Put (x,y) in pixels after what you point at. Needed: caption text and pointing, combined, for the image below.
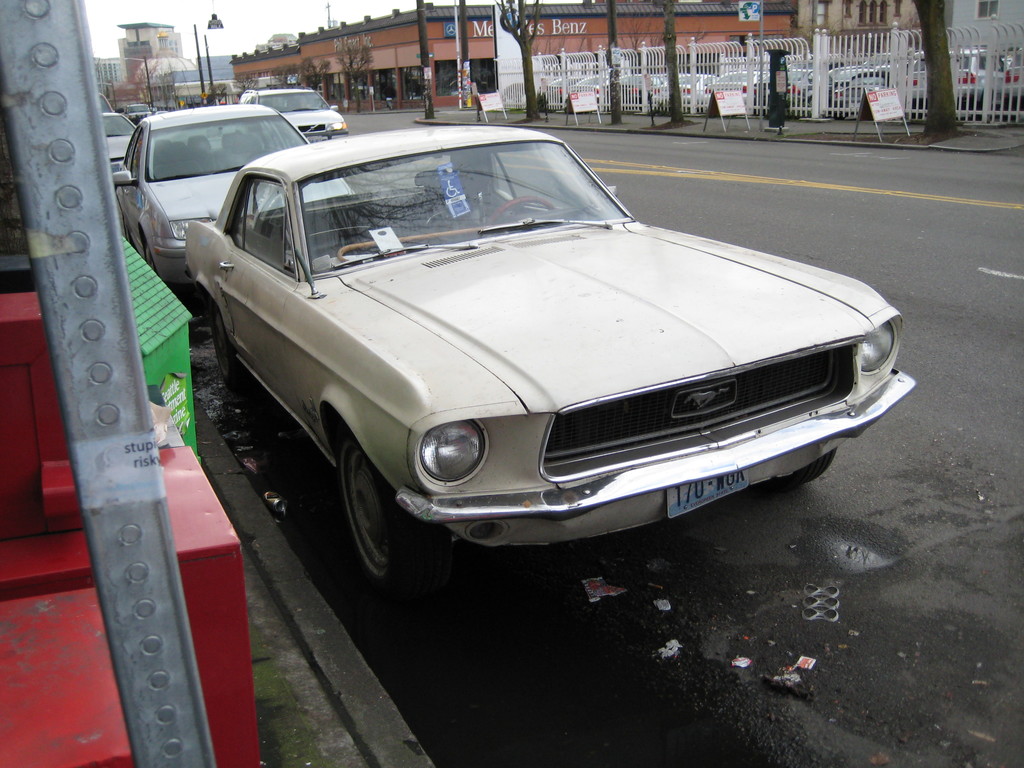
We can see cars (293,408) on the road (799,501). On the left side of the image (128,334) we can see pole (132,398), red and green color objects (77,611). In the background (652,83) we can see poles (464,4), fence (803,104), vehicles (134,115), trees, buildings (441,39), boards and sky (247,11).
